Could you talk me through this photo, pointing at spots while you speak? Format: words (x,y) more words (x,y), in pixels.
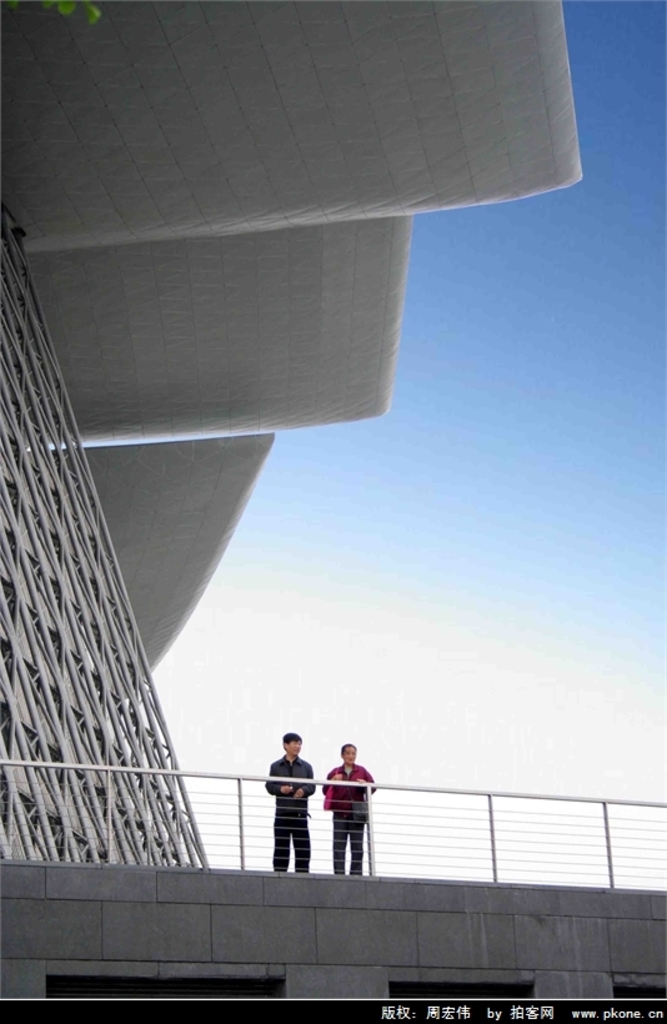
In the picture we can see a wall (360,930) on the top of it, we can see a railing (654,847) and behind it, we can see two persons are standing near it and beside them, we can see a construction of poles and a shed (312,390) on the top of it and in the background (502,591) we can see a sky (450,747) with clouds (481,798).
